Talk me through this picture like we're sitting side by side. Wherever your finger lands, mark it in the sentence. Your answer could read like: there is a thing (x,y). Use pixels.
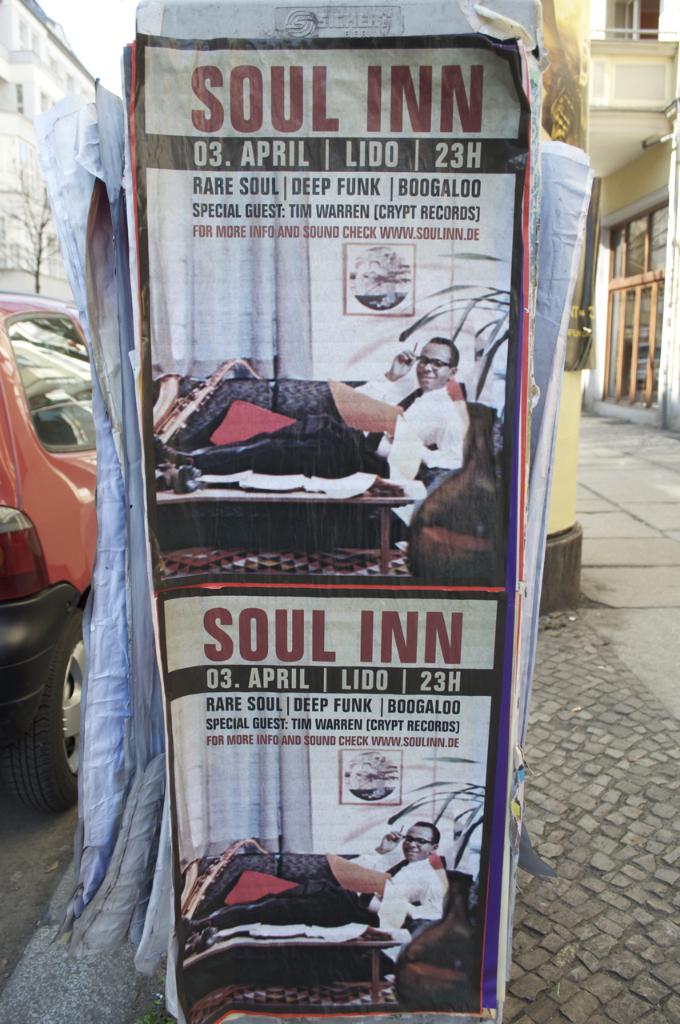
In this image we can see a poster (255,288). Left side of the image (82,420) car (67,417), tree (46,245) and building (34,79) are present. Right side of the image (626,169) building (633,235) is there.
